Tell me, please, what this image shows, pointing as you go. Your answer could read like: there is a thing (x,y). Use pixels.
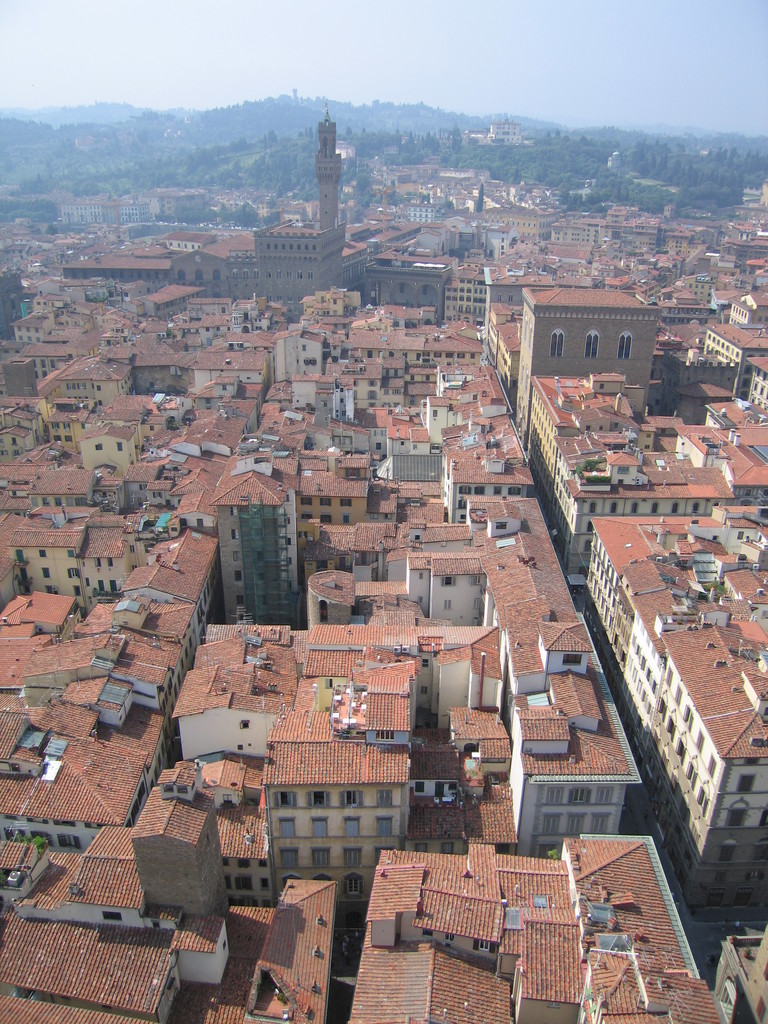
This image is a top view of a city (197,306). In the center of the image (308,369) there are buildings (322,323). In the background of the image (607,63) there is sky (339,80) and mountains (100,133).
